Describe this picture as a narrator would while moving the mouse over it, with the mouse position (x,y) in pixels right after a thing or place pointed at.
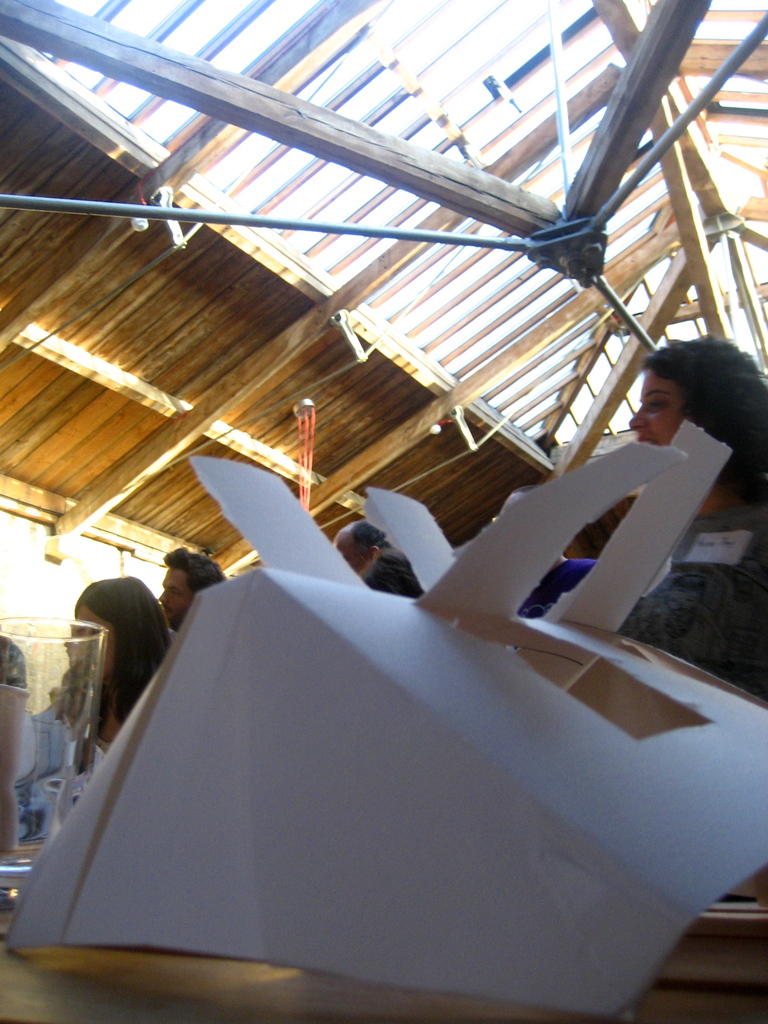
In the picture we can see a desk (67,1010) on it, we can see a paper craft (288,893) beside it, we can see a glass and behind we can see some people (127,618) are standing and some are sitting and to the ceiling (26,473) we can see a wooden plank (47,489) and some iron poles (561,258) fixed to it.
